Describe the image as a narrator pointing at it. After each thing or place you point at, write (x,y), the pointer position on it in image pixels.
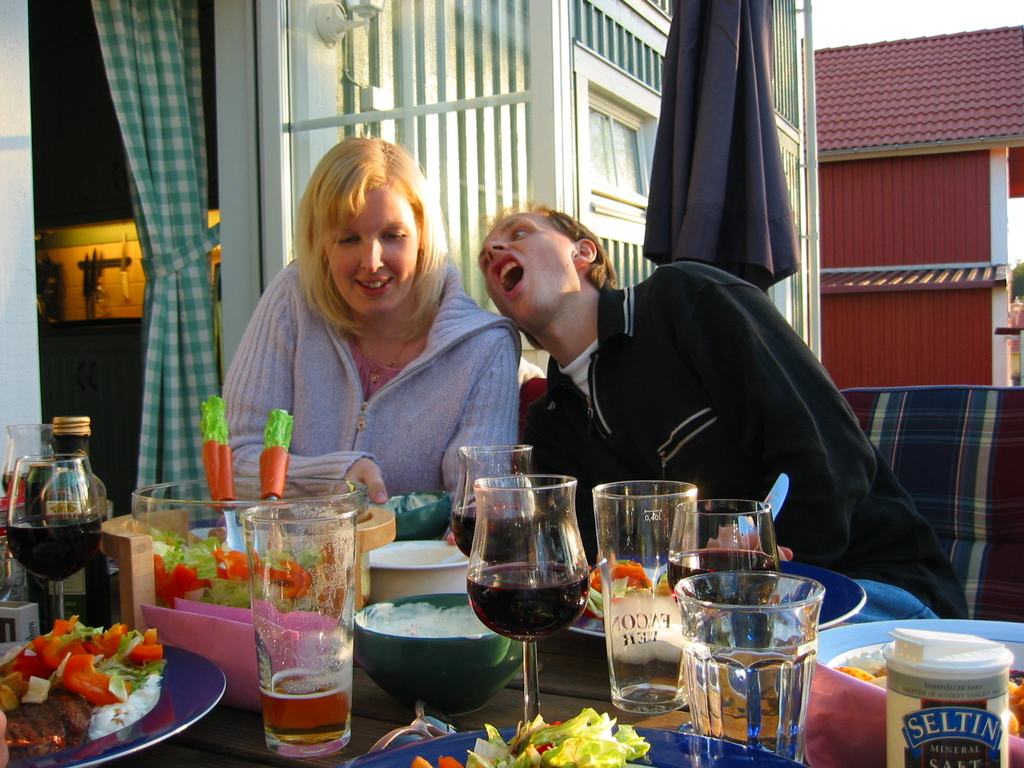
In this picture I can see a table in front (182,746), on which there are number of glasses (327,632), cups (397,638) and different types of food items (203,586) and behind the table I can see a woman (366,481) and a man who are sitting and in the background (147,25) I can see the clothes (757,105) and I can see a building (867,212). On the left side of this image (40,217) I see that it is a bit dark and I see the light (114,231).
